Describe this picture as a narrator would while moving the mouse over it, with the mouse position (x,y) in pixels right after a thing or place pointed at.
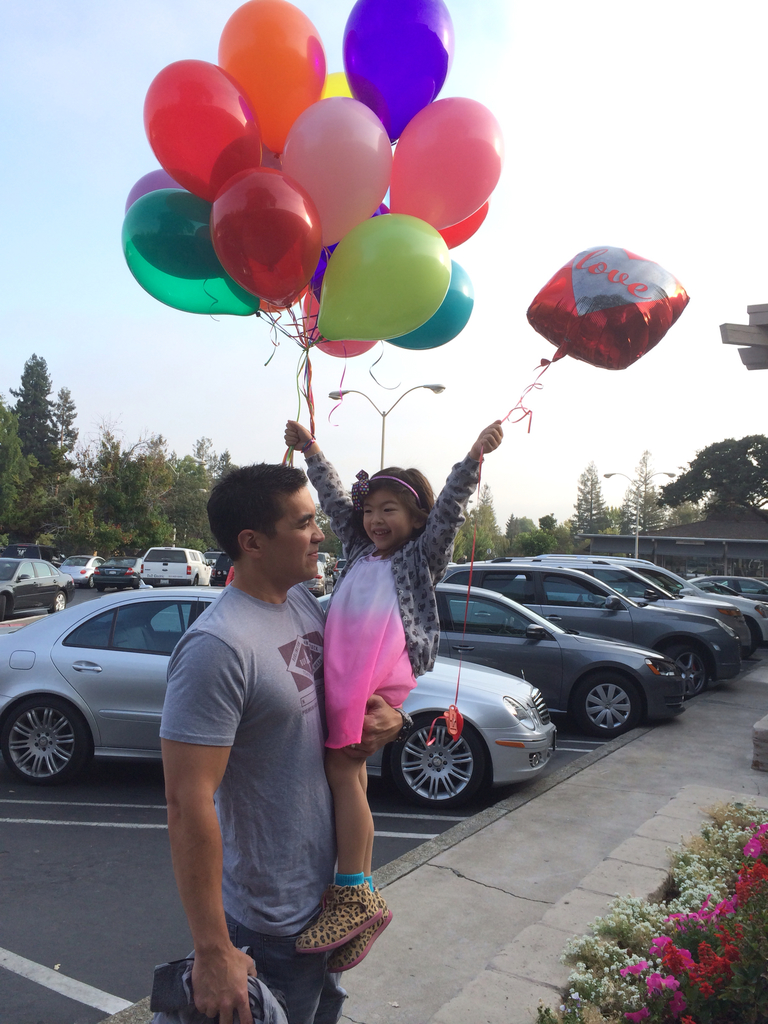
In this image I can see two people (332,799) with different color dresses (301,780). I can see one person (363,626) holding the colorful balloons (416,261) and an another person (222,1018) holding the cloth (259,1004). To the right (630,1017) I can see the pink, red and white color flowers (656,962) to the plants (623,943). In the background (2,747) I can see many vehicles (527,583) on the road (128,860). I can also see the pole (637,541), building (701,566), many trees (125,544) and the sky (31,140).
